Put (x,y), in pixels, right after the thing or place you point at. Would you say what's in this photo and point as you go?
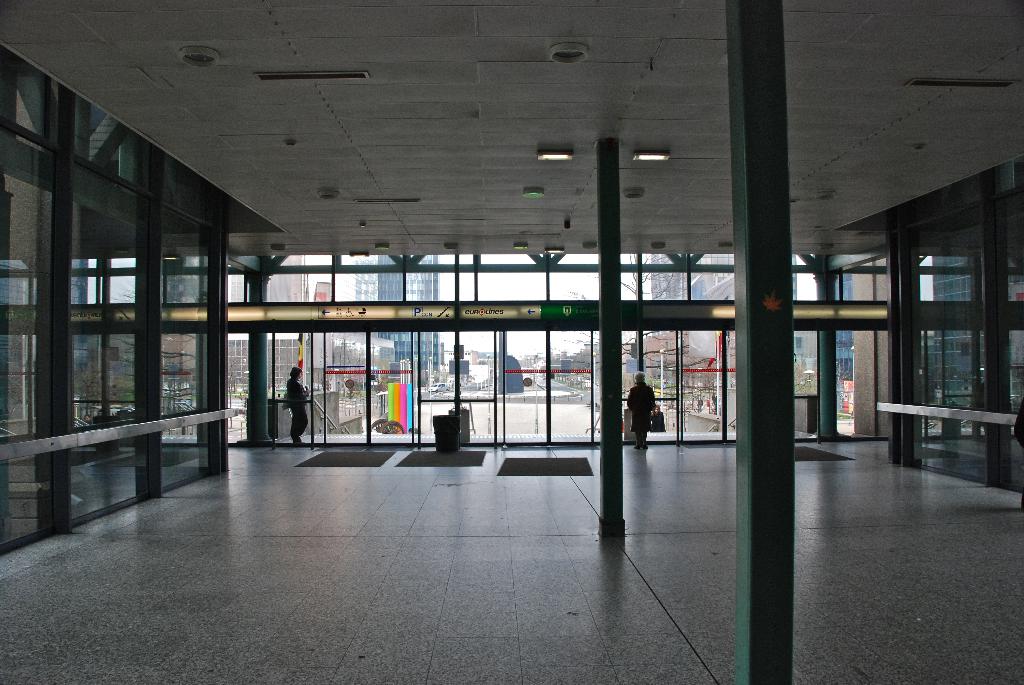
In this image there are buildings (361,339) and trees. We can see people (294,419) and there are floor mats (372,458).
